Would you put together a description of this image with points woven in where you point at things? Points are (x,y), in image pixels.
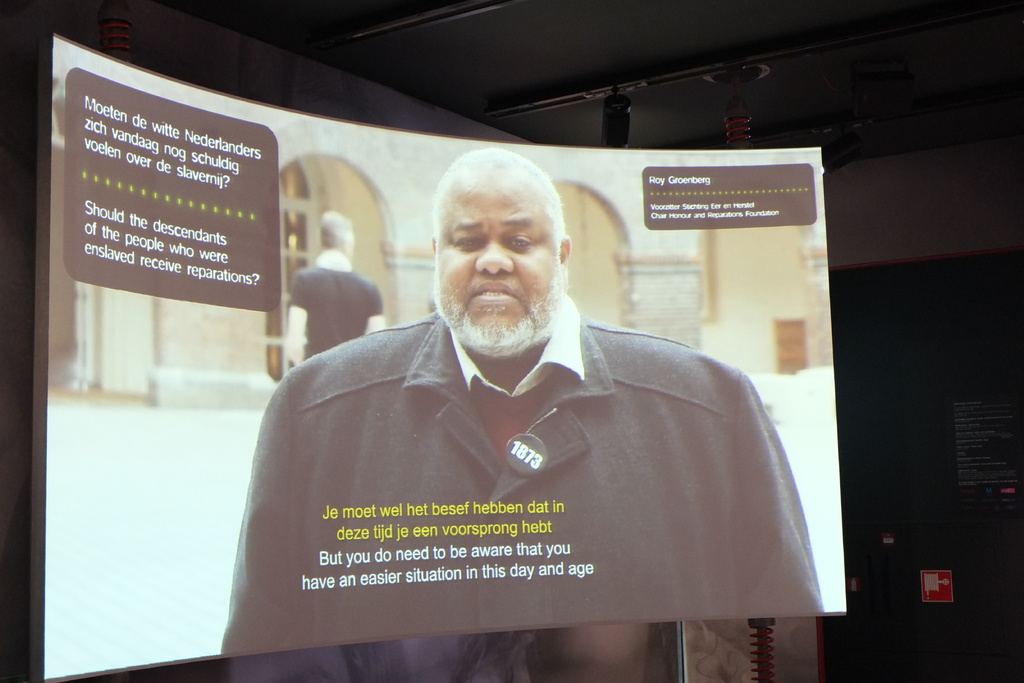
In this image we can see a screen (519,378) with text (225,183) and persons (724,398). In the background (956,431), we can see the board (951,318) with the text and at the top (857,87) we can see the objects (741,107).
